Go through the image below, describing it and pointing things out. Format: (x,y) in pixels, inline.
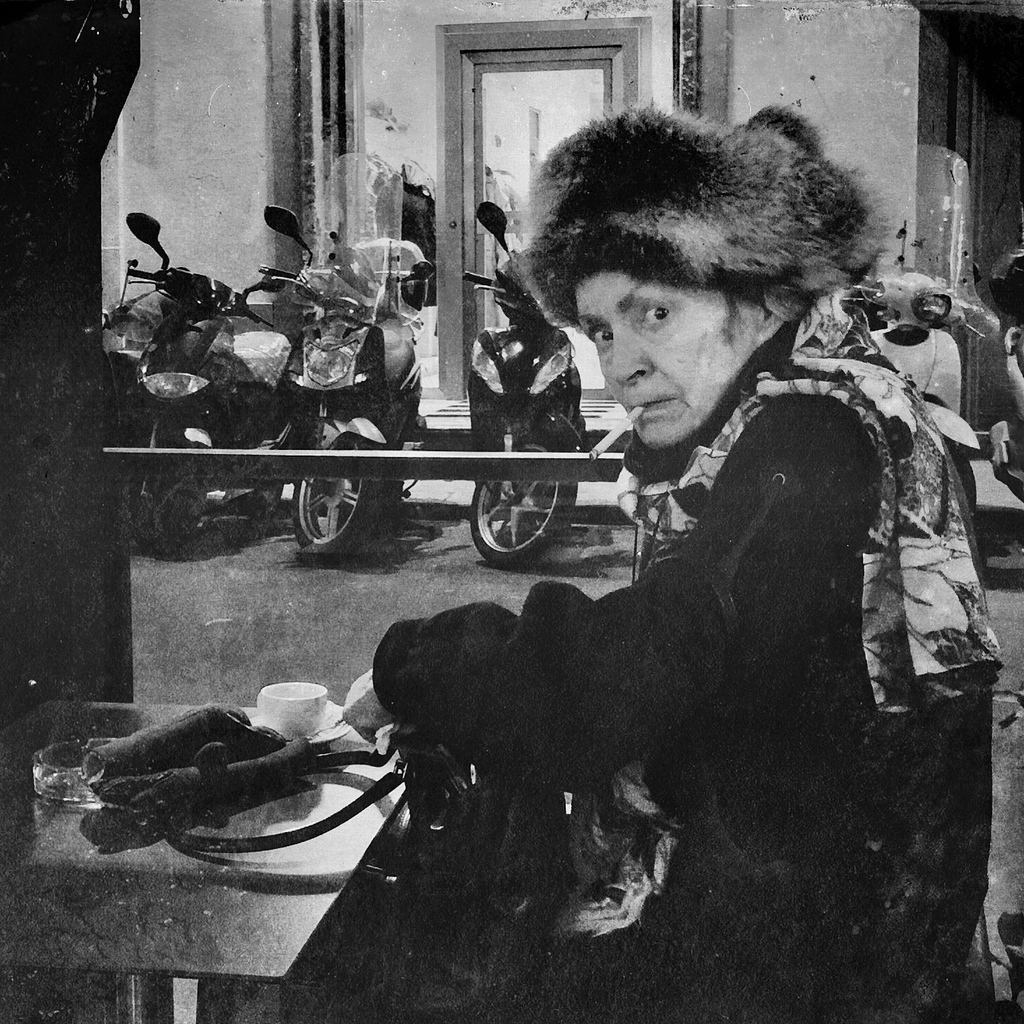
In this image we can see a black and white picture of a person (811,421) sitting and holding a bag (332,760). On the left side of the image (297,714) we can see a cup (313,712) and a bowl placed on a table (228,916). In the background (952,382), we can see group of vehicles (942,393) parked on the ground (183,551) and a metal pole (207,456), we can also see some clothes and a building (430,124).
